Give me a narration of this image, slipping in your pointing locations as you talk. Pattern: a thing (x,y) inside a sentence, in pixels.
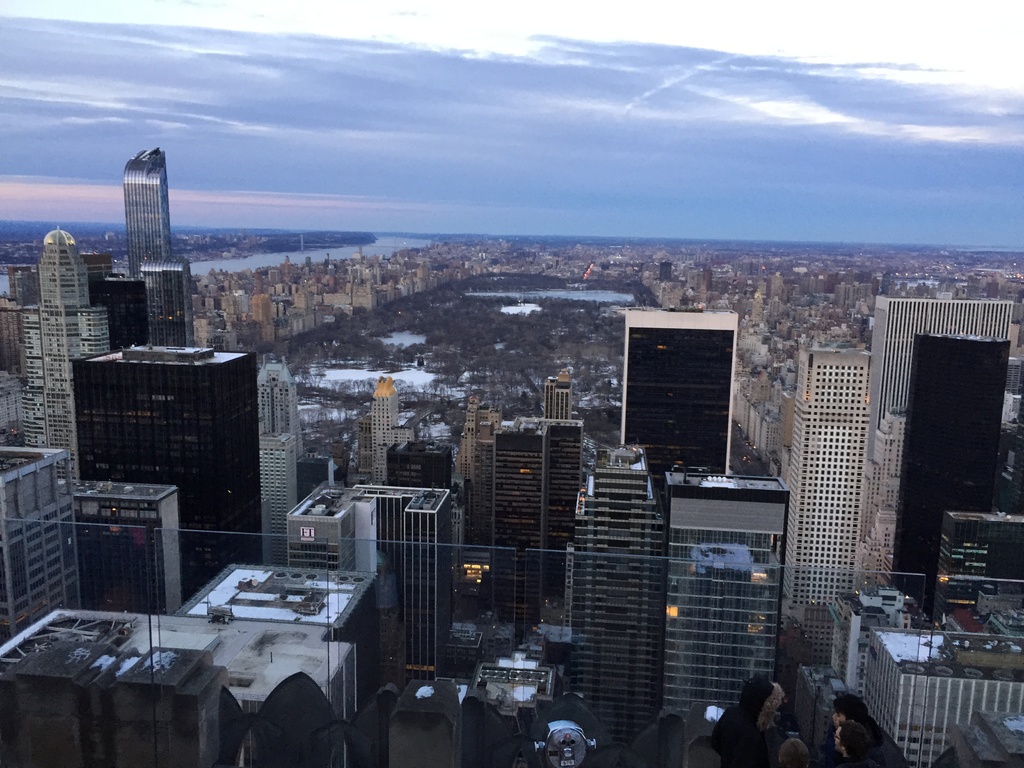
We can see buildings (326,456), glass (727,658) and there are people (866,737). We can see trees (349,437), water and sky (596,173) with clouds (626,164).
